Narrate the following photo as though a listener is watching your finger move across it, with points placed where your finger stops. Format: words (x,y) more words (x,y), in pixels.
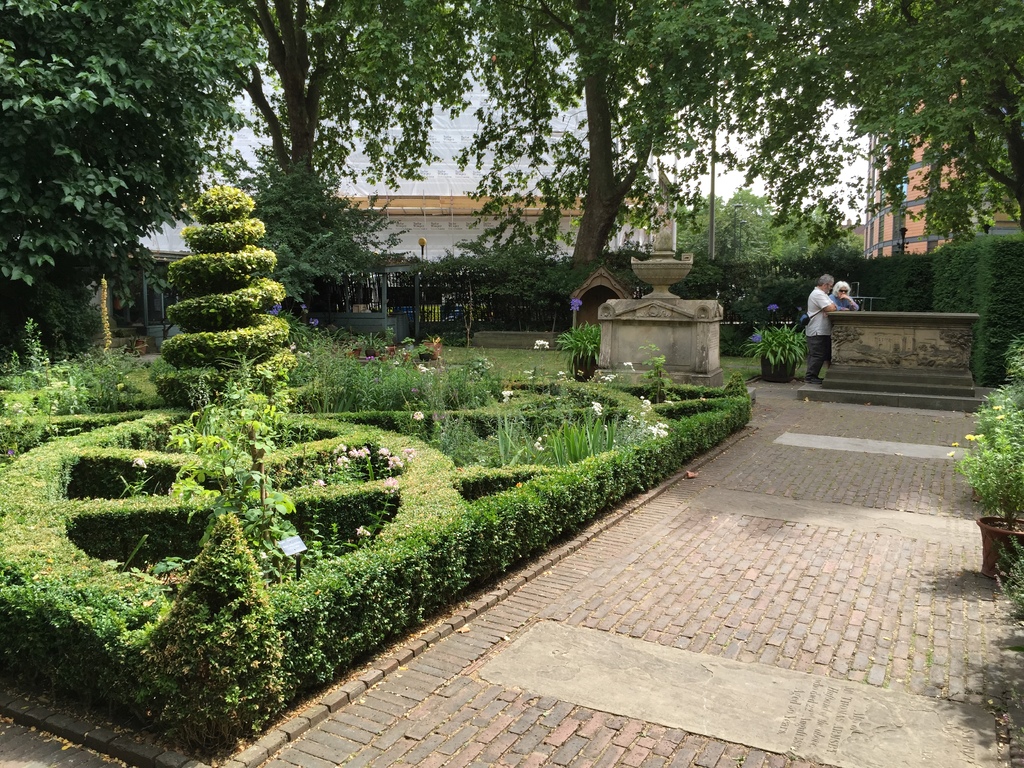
In this image, we can see walkway (1010,765), plants (423,550), flowers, trees (11,132), pots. On the right side of the image (812,335), we can see two people (823,313). Background there is a sky (690,191).
